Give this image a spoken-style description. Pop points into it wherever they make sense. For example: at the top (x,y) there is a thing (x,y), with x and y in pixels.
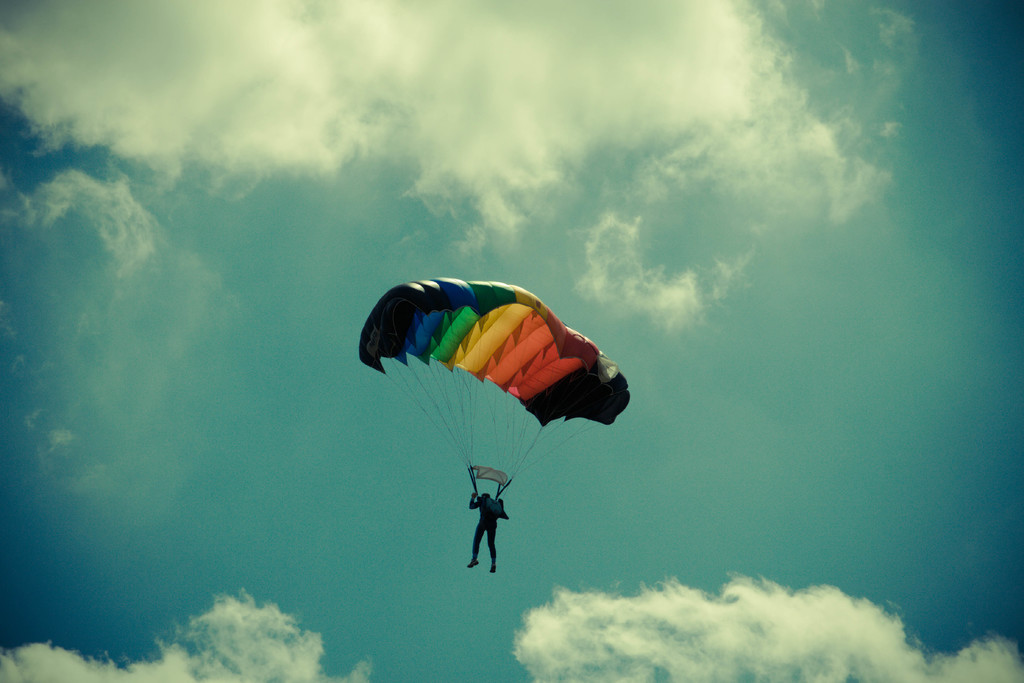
In this picture we can see a person (473,504) with the parachute (517,328) flying in the air (458,520). Behind the person (490,509) there is a sky (469,268) with the clouds (617,305).
